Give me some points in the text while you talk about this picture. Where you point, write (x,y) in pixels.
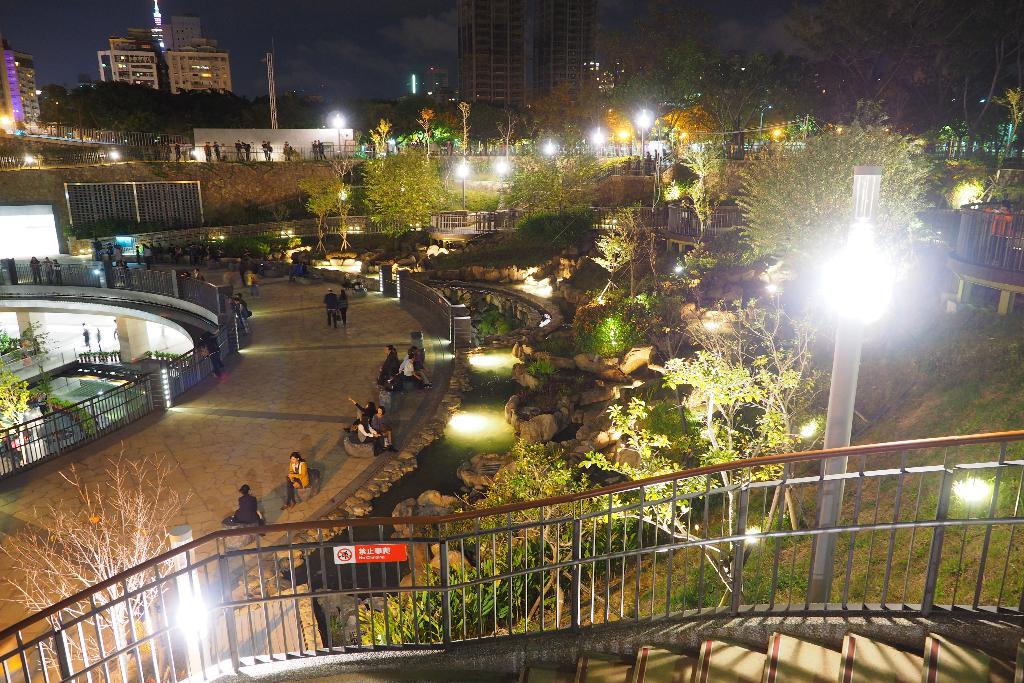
In this image, we can see plants (545,474), water (453,430), people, walkway (298,329), poles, lights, railings (1015,521), trees (320,218), wall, pillars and few objects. At the bottom of the image (776,574), we can see stairs (744,654) and railing (685,553) with a board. In the background (416,139), there are buildings (479,88), poles (338,135), trees (421,127), lights (415,87) and the sky (385,52).
